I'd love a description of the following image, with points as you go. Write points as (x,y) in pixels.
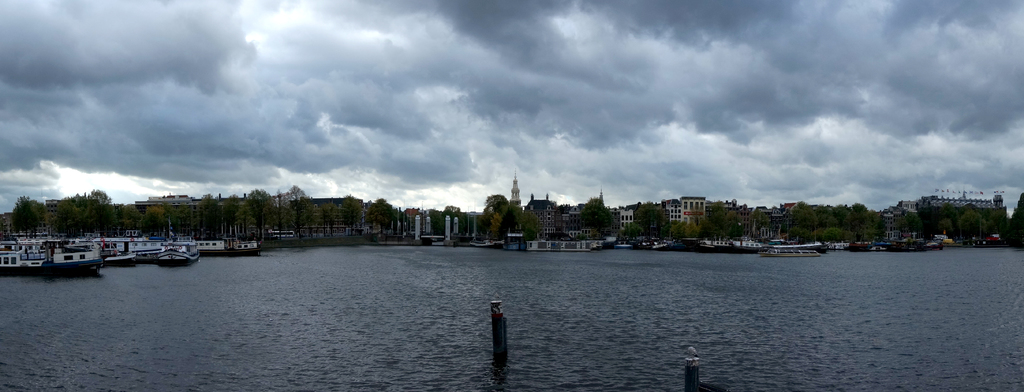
This is the picture of a city (954,200). In this image there are buildings (880,209) and trees (70,202) and there are boats (235,246) on the water (624,290). At the top (518,109) there is sky (467,138) and there are clouds (467,138). At the bottom (440,385) there is water (702,336) and there it looks like pipes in the water (490,292).
